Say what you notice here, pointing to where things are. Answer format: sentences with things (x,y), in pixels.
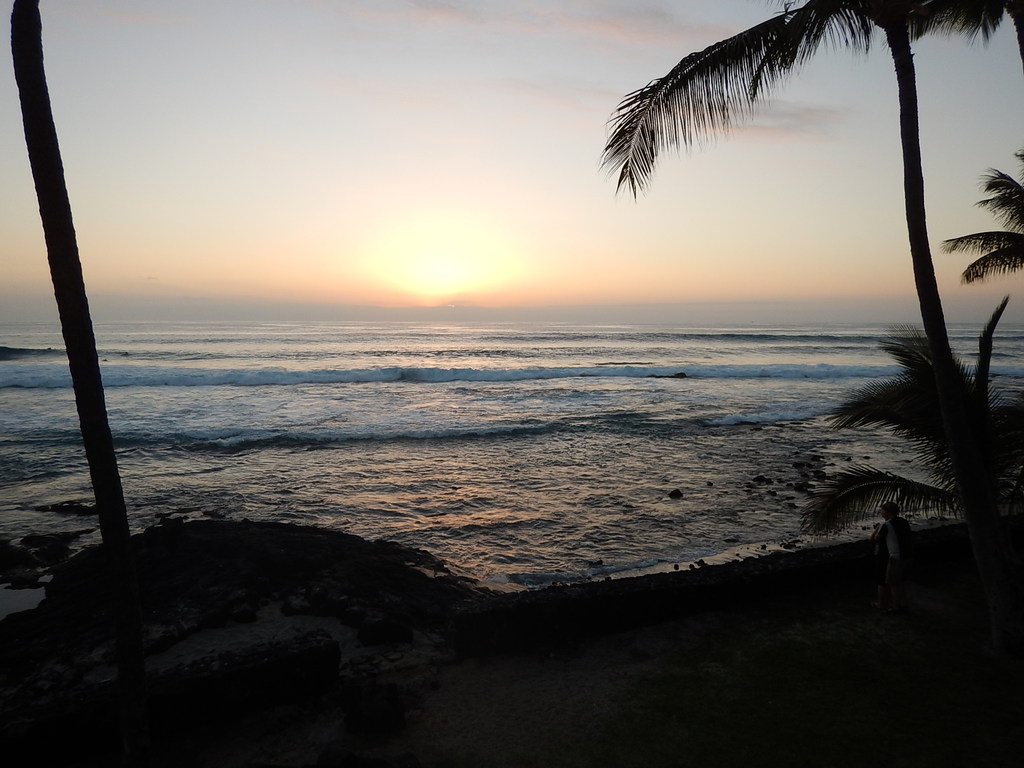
In this image I can see a person (881,596) and the trees (997,599). To the side of the trees (981,542) I can see the water (453,454). In the background (342,288) I can see the sun (410,262) and the sky (163,162).
